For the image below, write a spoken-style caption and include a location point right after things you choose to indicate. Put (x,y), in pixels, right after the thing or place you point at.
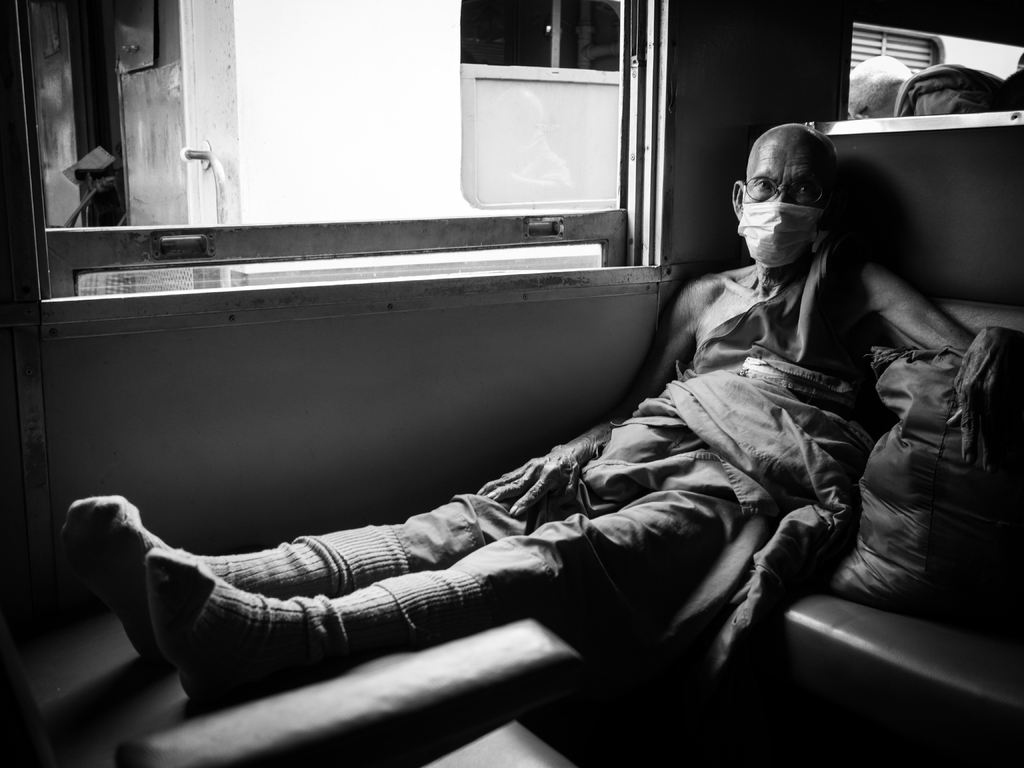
In this picture we can see a person (793,177) sitting on a seat (821,635), bag (884,511), wall (175,379), windows (446,175) and some objects (200,113).
